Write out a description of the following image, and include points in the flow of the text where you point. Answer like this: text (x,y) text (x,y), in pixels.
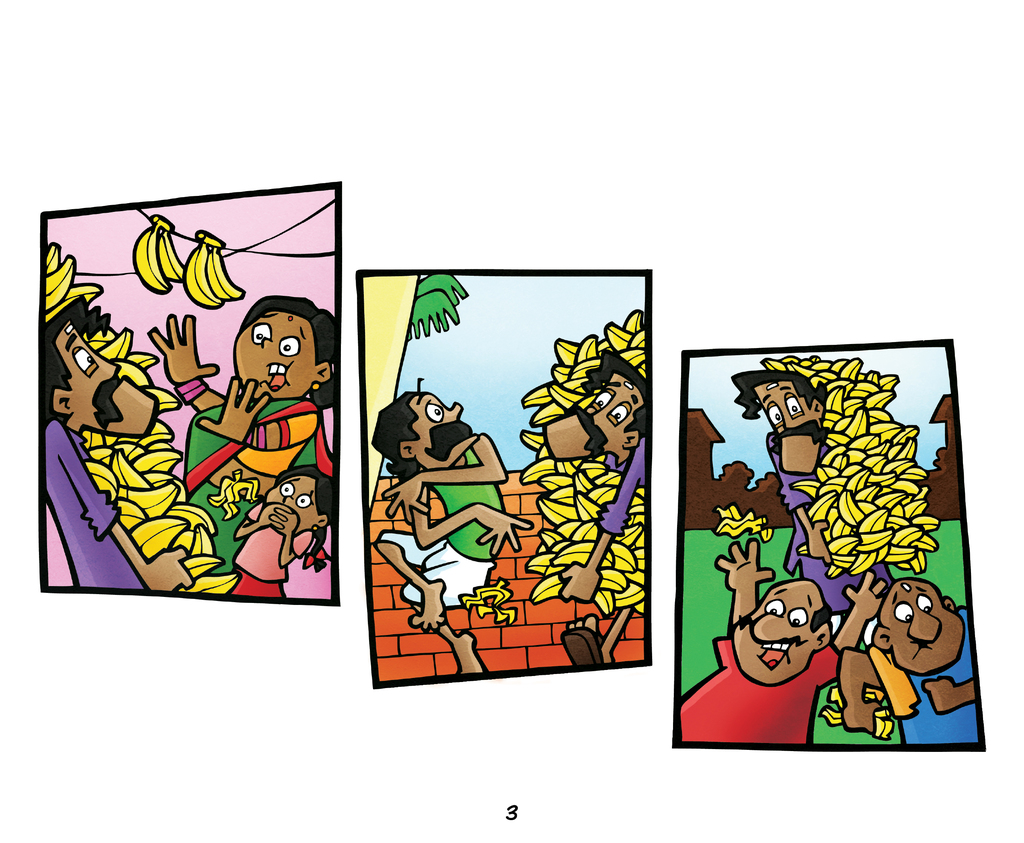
This image consists of three pictures (381,462) in which there are cartoons (402,501) along with bananas (633,528).
